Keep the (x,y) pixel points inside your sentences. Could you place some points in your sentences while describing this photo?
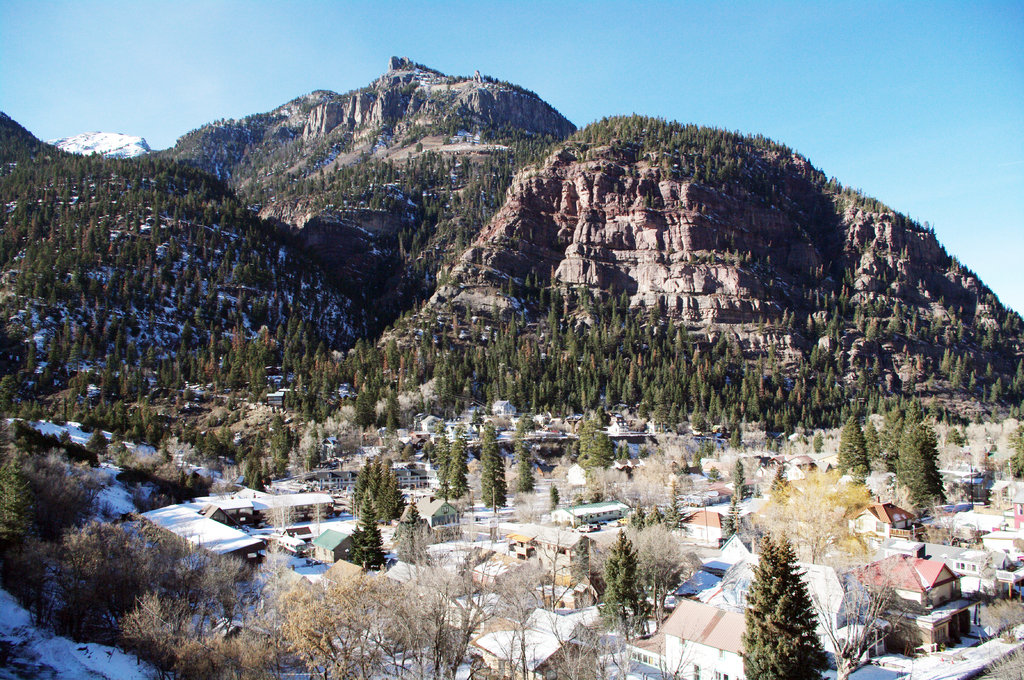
In this image, we can see a mountains (939,342), trees (786,659), houses (592,611), poles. Left side (71,672) bottom, there is a snow (80,660). Top of the image (558,68), there is a clear sky (259,58).
